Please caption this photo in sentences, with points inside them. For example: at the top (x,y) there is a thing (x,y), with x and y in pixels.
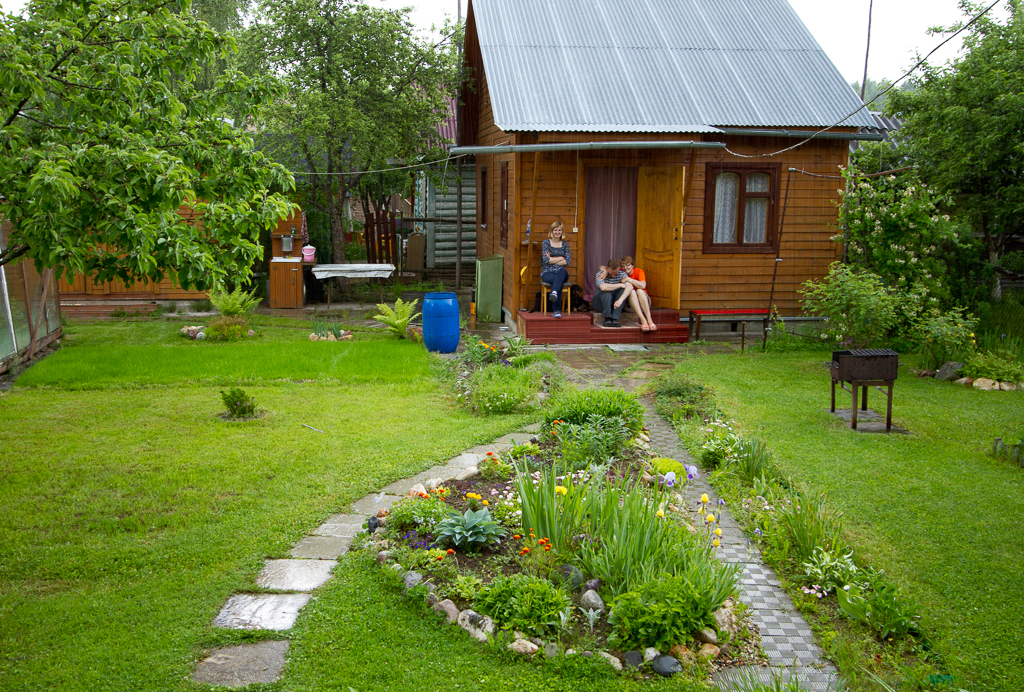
In this image, we can see house (605,107), window (743,241), curtains (616,242), few people (647,297), plants (1005,337), trees (1008,230), grass (352,392), walkways (684,452) and some objects (745,324). Here we can see three people (604,293) are sitting. Background we can see few houses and sky (873,26).
